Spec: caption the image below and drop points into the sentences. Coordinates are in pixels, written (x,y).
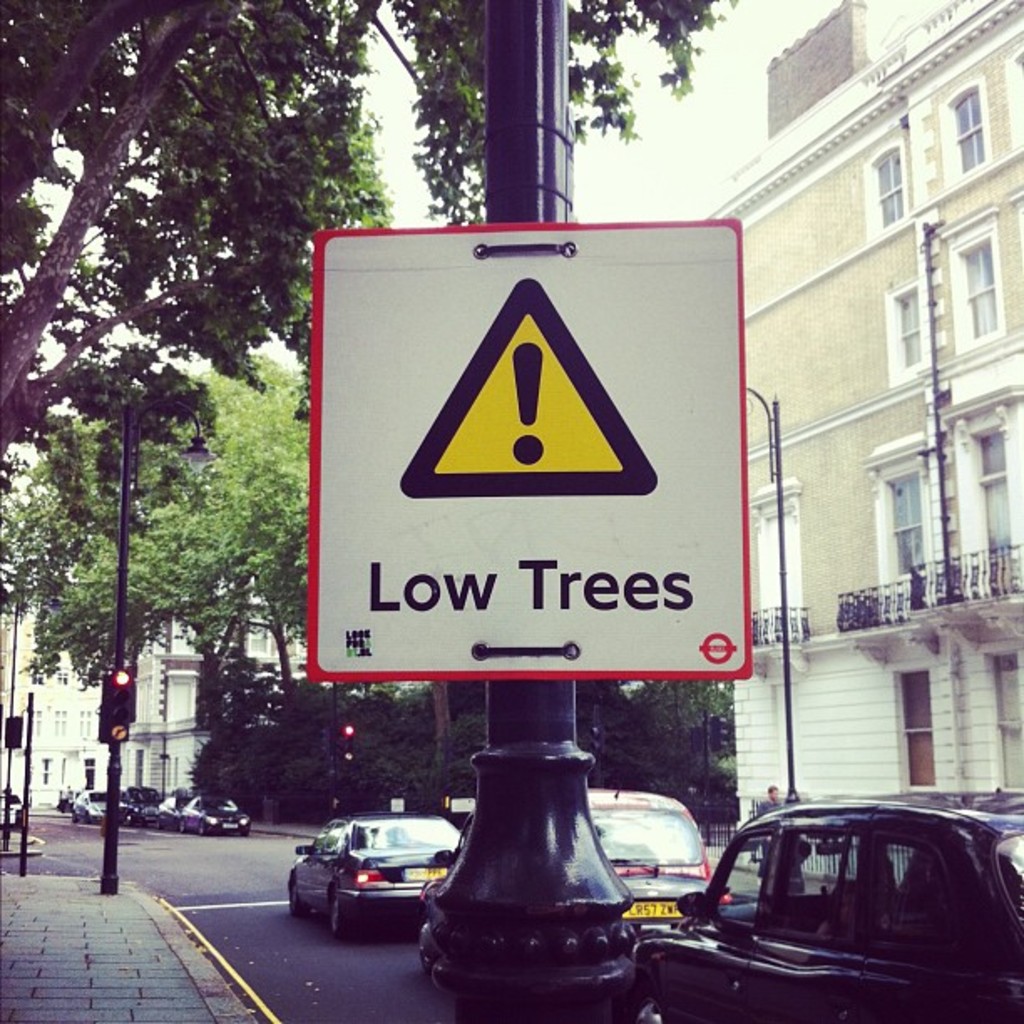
In this picture we can see the buildings (995,315), windows (995,315), railings (877,610), trees (636,753), traffic signals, light poles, vehicles (879,818) on the road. This picture is mainly highlighted with a signboard (669,544) and a pole (525,50).
